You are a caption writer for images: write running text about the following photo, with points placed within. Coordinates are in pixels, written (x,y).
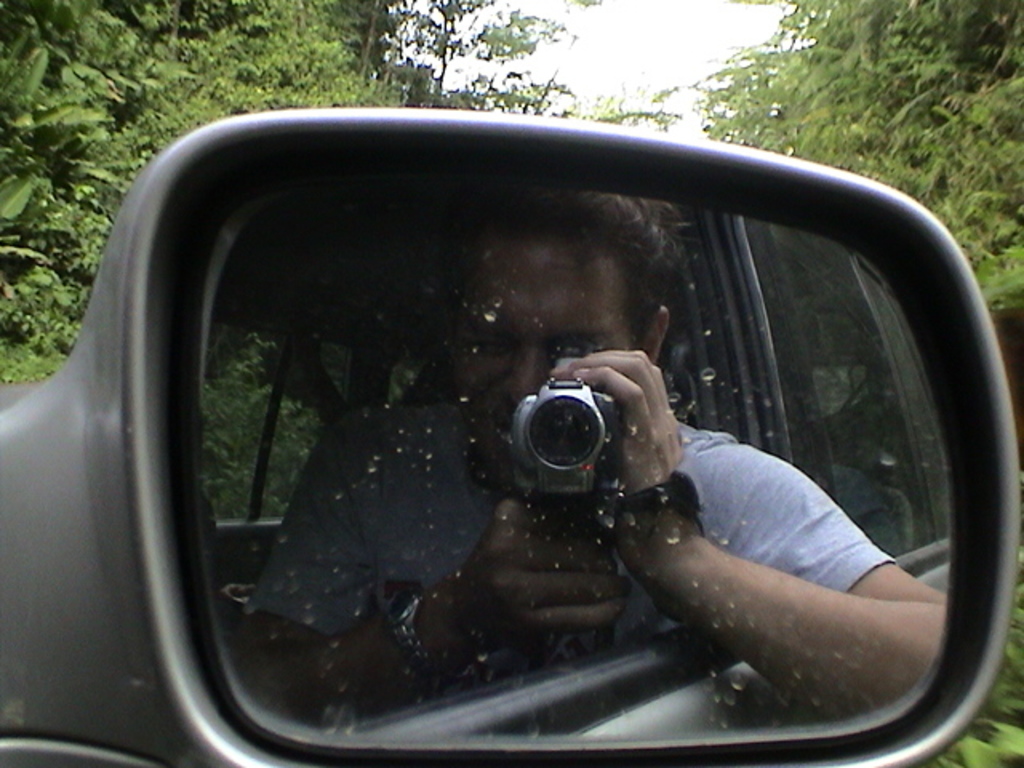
In this image I can see a mirror (287,435) and I can see reflection (877,643) of a person (506,421) holding a camera (539,415). I can see this person (716,500) is wearing t shirt (746,551) and a watch (392,610). In background (274,77) I can see number of trees (63,144).
